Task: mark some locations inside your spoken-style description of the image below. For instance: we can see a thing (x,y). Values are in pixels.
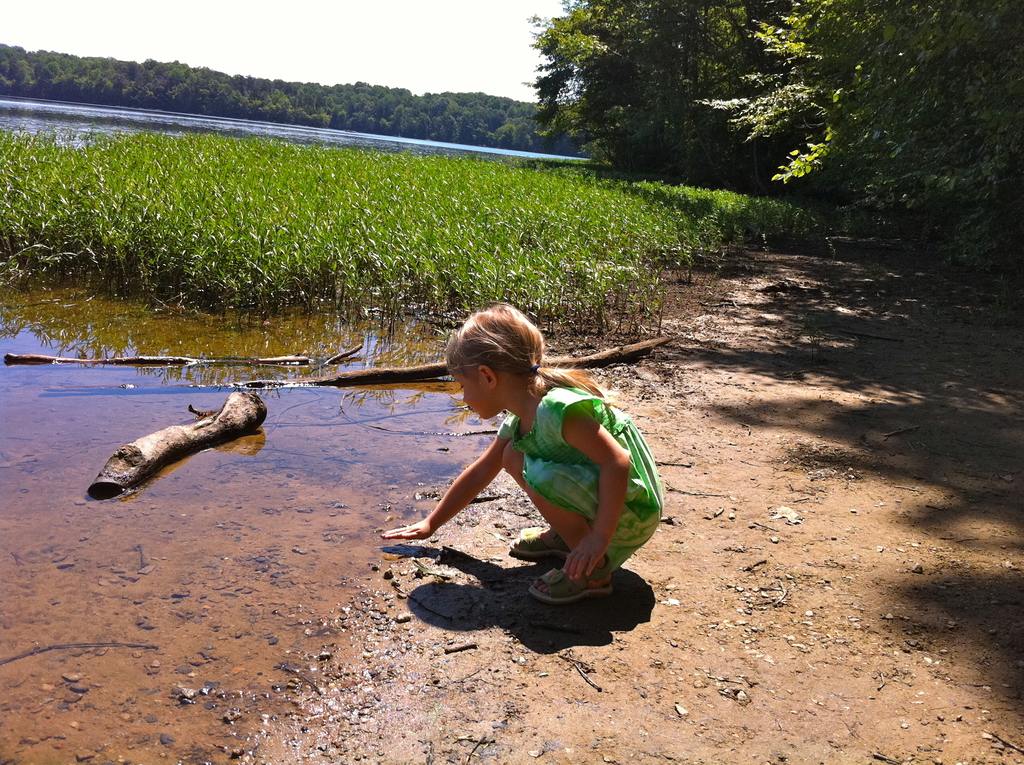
In this picture there is a small girl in the center of the image (506,438) and there is water (18,405) on the left side of the image (206,393) and there are trees (682,122) at the top side of the image (631,103).
